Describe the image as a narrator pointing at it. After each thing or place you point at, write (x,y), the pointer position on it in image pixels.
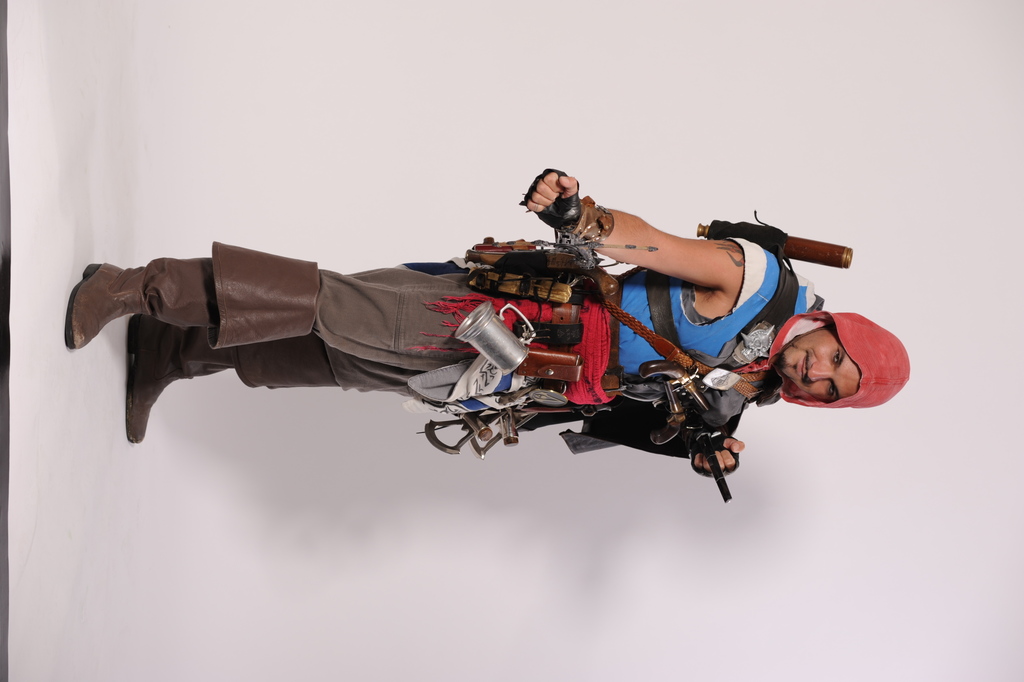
In this picture there is a person (407,294) standing and carrying few objects (570,367).
